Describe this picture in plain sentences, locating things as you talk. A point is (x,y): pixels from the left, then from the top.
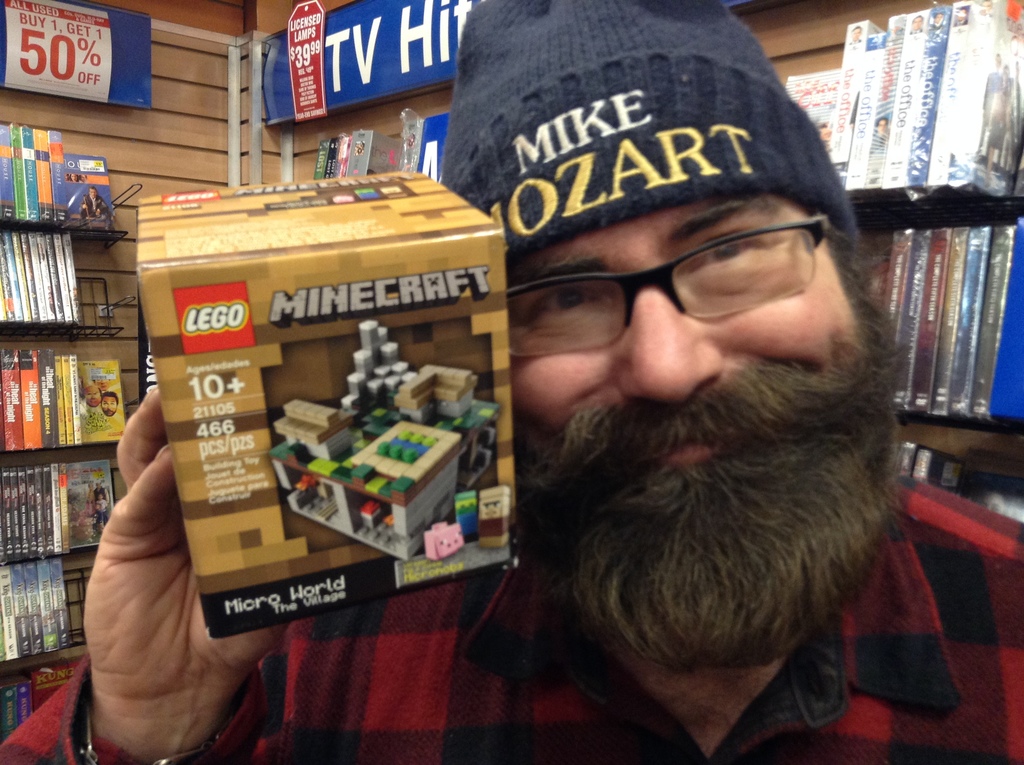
In the image we can see there is a man (845,279) who is holding a box (432,477) and on the box (344,477) we can see there are the blocks (382,436). Behind the man (751,155) there is a shelf (39,227) of DVDs (48,357) and above it there is a paper (39,50) on which we can see "Buy 1 Get 1 and 50% Off" and beside it there are hoardings (370,52) which says "Tv Hit" and a man (661,91) is wearing a cap (583,192) on which it is written as "Mike mozart" and beside the man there is another shelf (922,281) where DVDs (898,253) are kept.
